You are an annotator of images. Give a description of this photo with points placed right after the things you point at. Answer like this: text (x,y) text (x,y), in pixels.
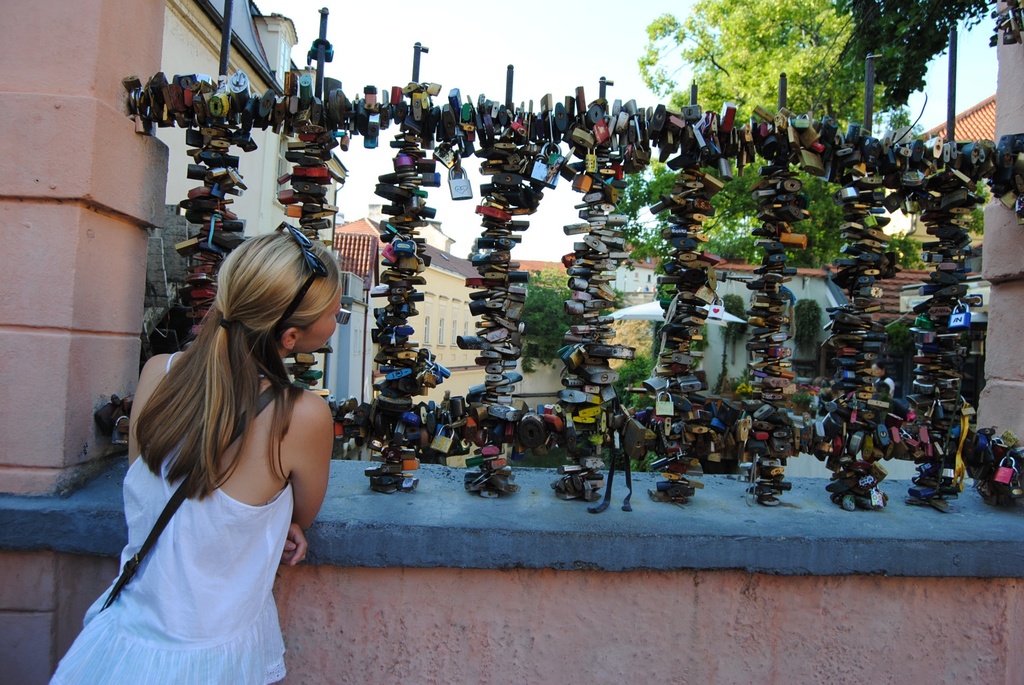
In this image we can see some objects (579,276) attached to a stand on a wall (520,488), there we can also see a girl (279,454) with goggles (296,307) and holding a bag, few trees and buildings (289,171).
